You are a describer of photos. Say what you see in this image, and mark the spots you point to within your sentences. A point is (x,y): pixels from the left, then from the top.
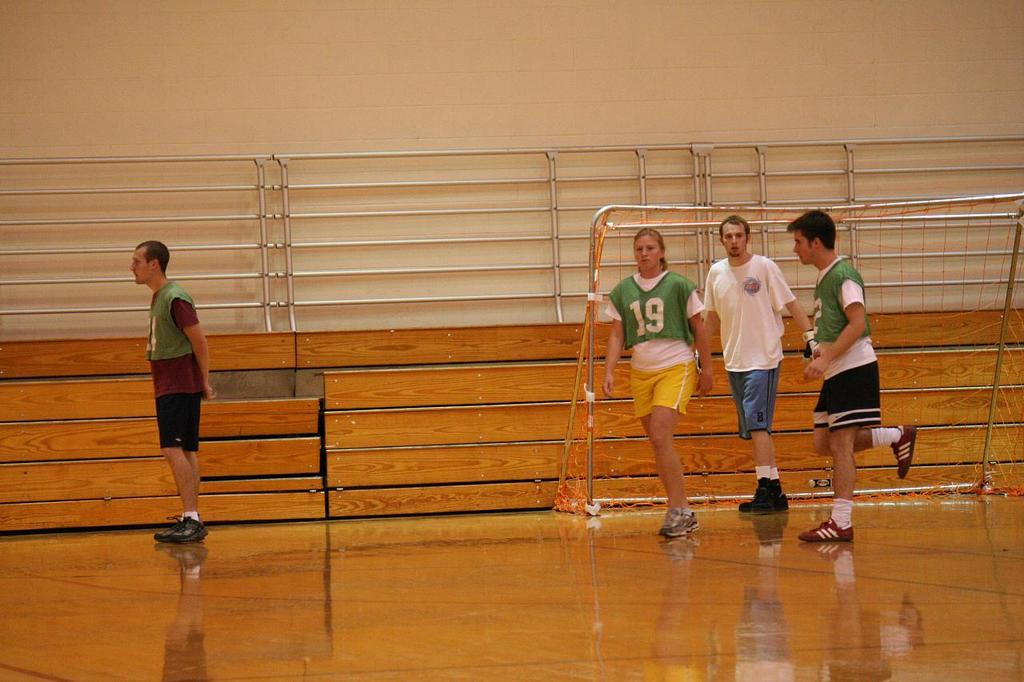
On the left (170,304) a man (157,317) is standing on the floor (171,577) and on the right (826,375) two persons (771,490) are walking and a man (850,454) is in the motion on the floor (448,637). In the background (335,251) we can see a fence (290,246), wall (279,0), net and poles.
